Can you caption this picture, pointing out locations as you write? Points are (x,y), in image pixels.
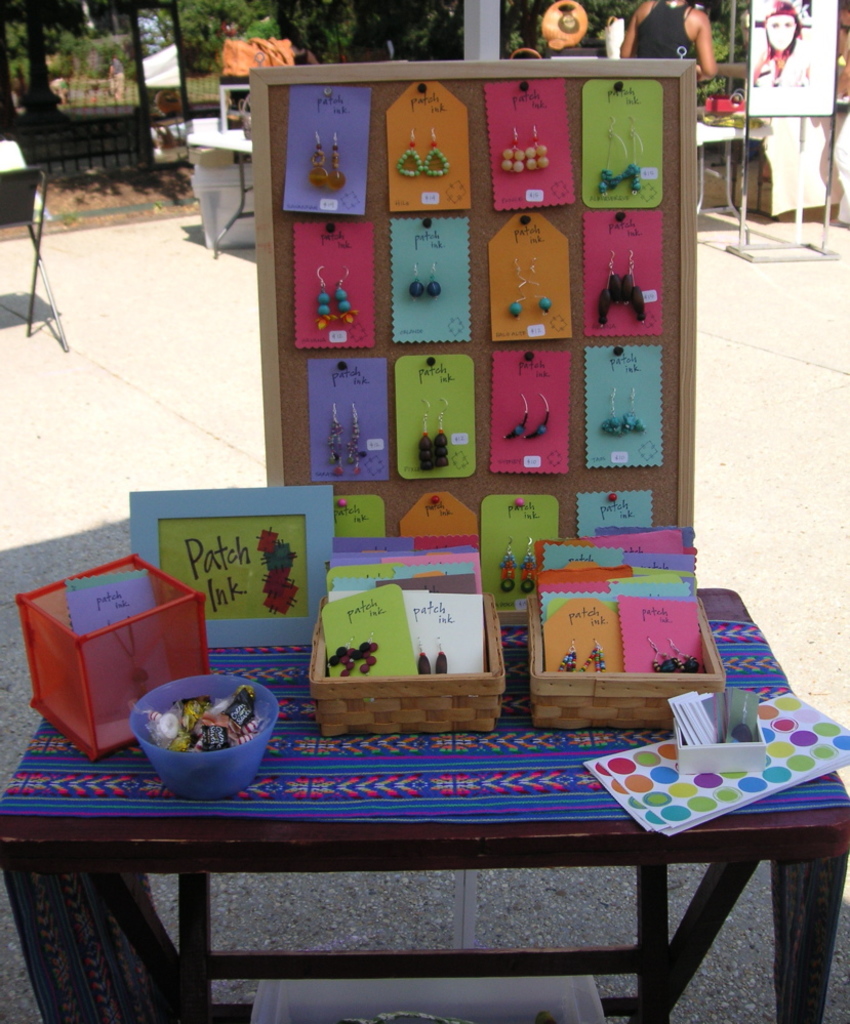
In this image I see a table (650,1023), on which there are few boxes (79,709) and there are lot of accessories (346,600) over here. In the background (538,22) I see few stalls (824,26), a person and the trees (601,8).
